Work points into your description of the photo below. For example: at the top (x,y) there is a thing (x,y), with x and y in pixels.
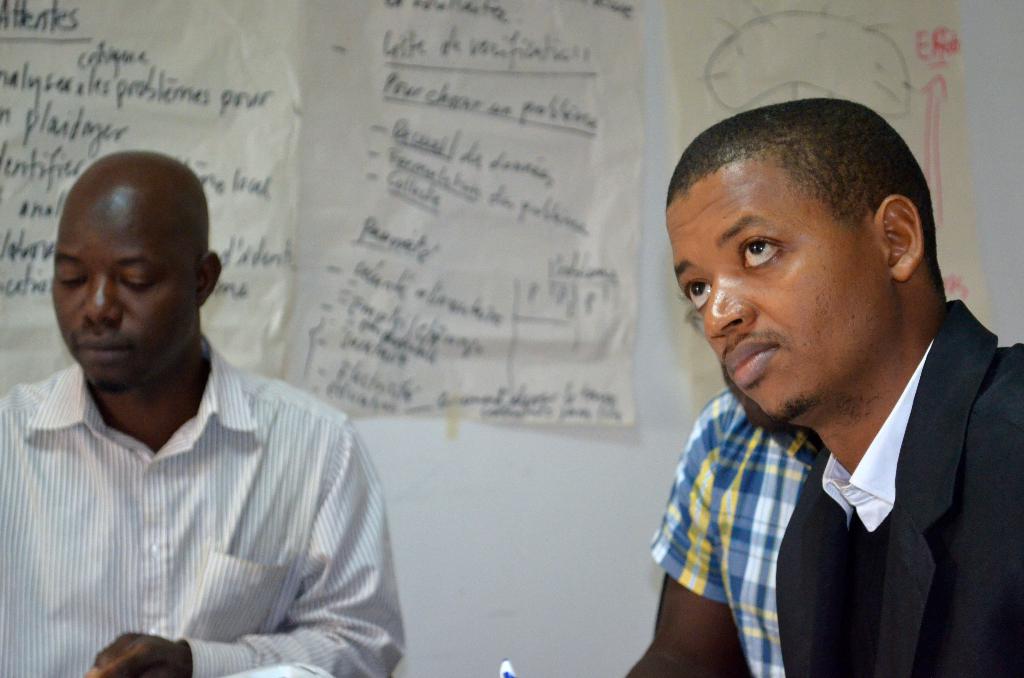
In this image I can see three person (837,504) sitting. The person (837,538) in front (837,552) wearing black and white dress (837,526), and the person (187,489) at back (209,490) wearing white color dress (240,462), and I can see few papers (514,317) attached to the wall (447,492) and the wall (453,529) is in white color.
